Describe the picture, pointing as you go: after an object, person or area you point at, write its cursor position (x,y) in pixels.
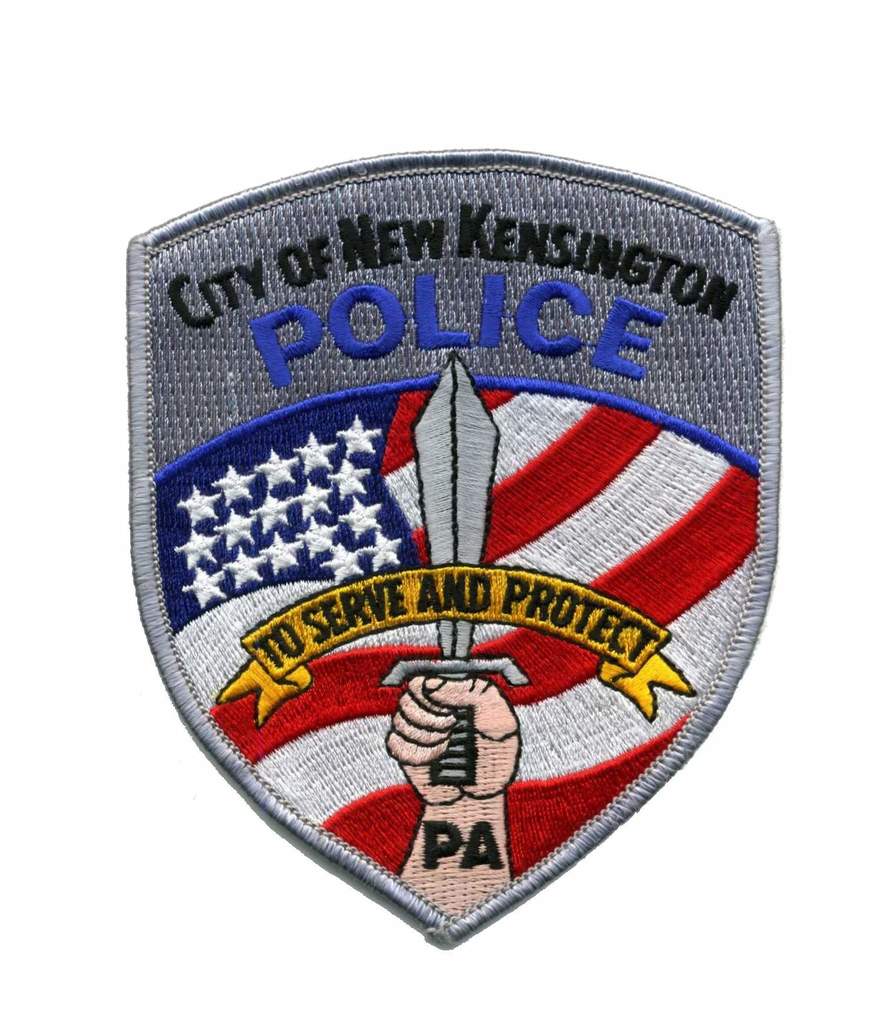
In this image I can see a badge (651,435) which is in ash, blue, black, red and white color. I can see a person hand (480,758) holding knife (440,537). Background (732,111) is in white color.
